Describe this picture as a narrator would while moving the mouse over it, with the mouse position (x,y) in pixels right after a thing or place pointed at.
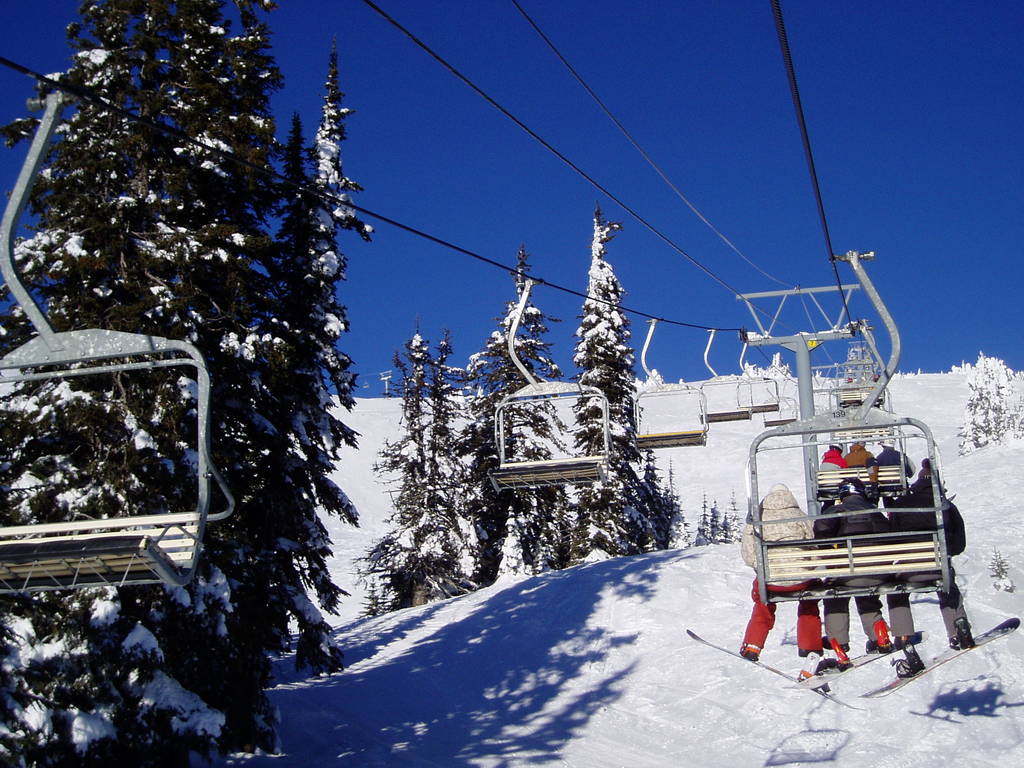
In this image, we can see a ropeway (833,421). There are some trees (292,396) in the middle of the image (663,487). There is a persons (928,519) on the right side of the image (881,528) wearing clothes (799,522). There is a sky (511,106) at the top of the image (663,60).
